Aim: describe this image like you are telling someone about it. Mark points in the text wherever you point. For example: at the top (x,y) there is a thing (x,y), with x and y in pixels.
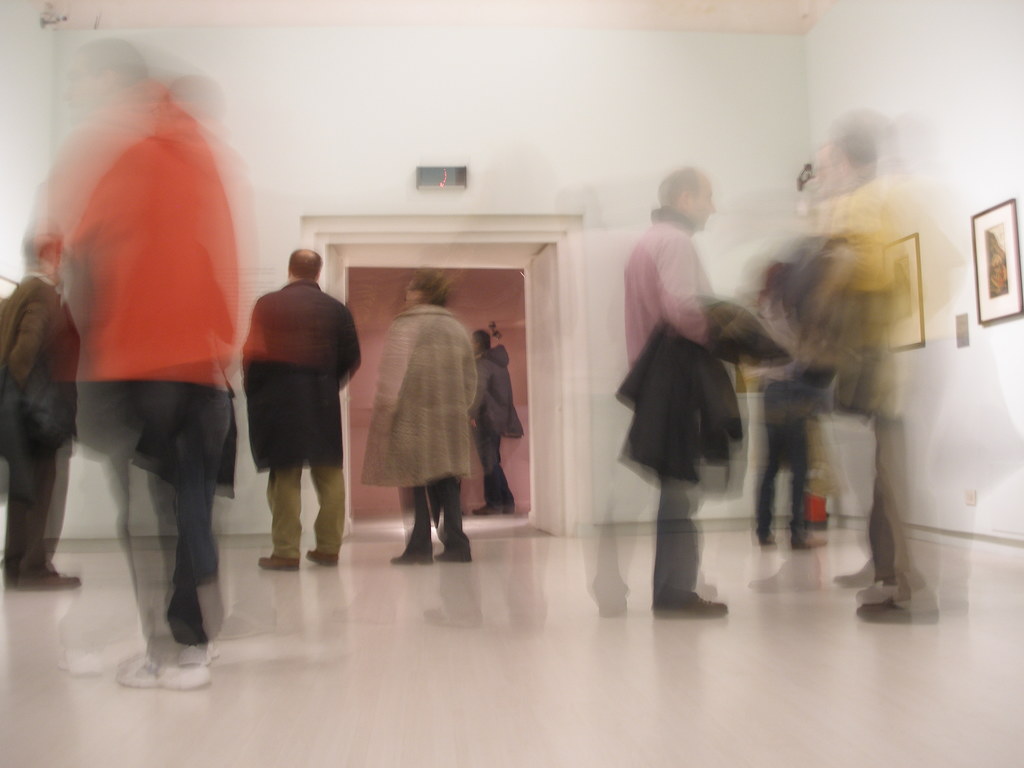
In this picture we can see people (496,491), they are blurred because they are moving. Towards right (947,277) there is a wall (965,257) and frames (986,303) attached to the wall (946,299). In the middle of the picture (453,295) there is a door (470,247) and wall (460,120), outside the door (569,370) we can see a person (503,430) standing. At the bottom (430,754) there is floor (524,741).
